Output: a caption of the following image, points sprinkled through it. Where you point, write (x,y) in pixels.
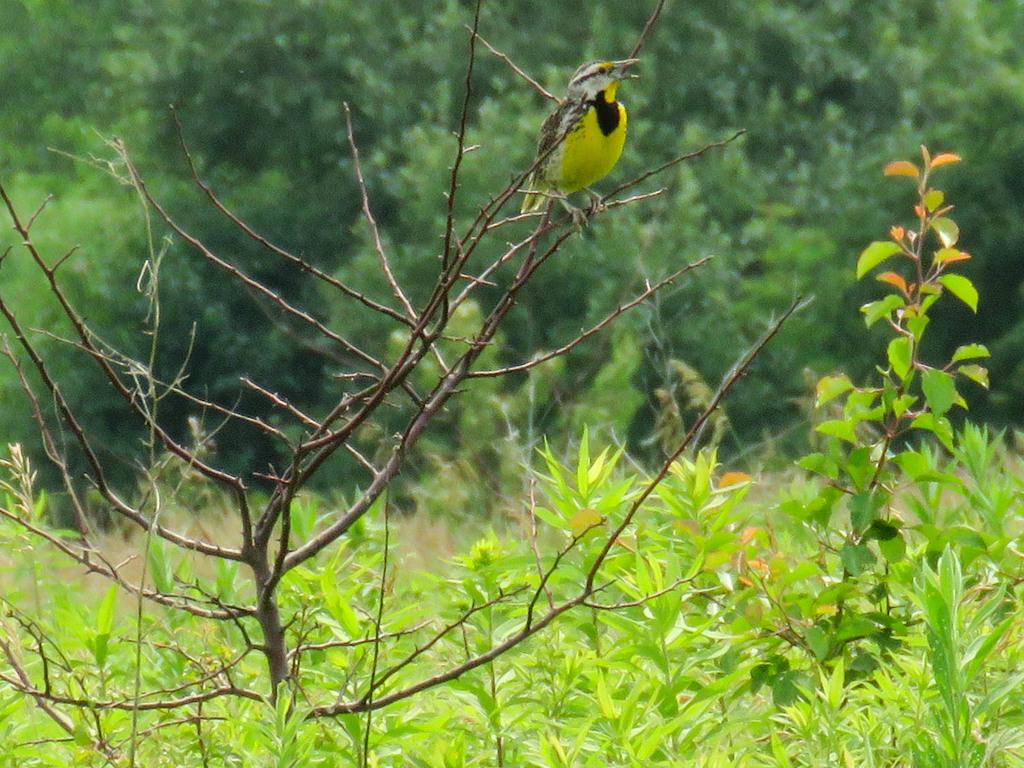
There is a bird (579,99) standing on the branch (639,198) of a plant (257,693) near other plants (320,704). In the background (833,302), there are plants (949,161) and trees (1008,196) on the ground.
